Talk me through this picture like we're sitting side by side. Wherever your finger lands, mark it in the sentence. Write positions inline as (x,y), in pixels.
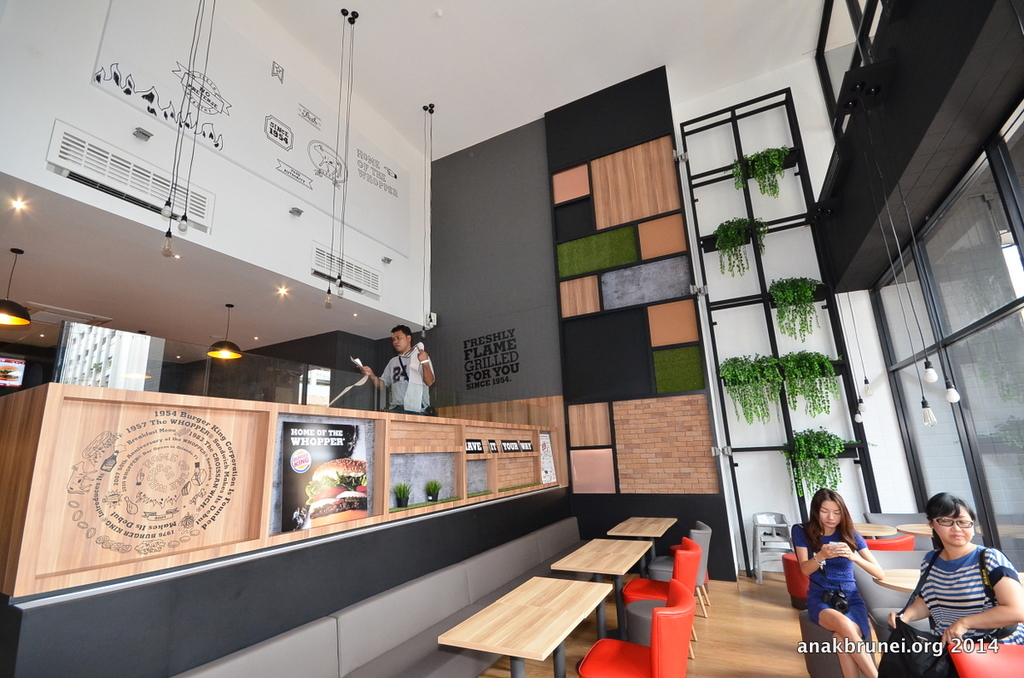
In the image on right side (1009,581) there are two women's (980,583) sitting on chair (962,663) in front of table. On left side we can see a man (430,375) standing in middle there are some plants (795,435) on top (493,115) there is a roof (478,20) with few lights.
